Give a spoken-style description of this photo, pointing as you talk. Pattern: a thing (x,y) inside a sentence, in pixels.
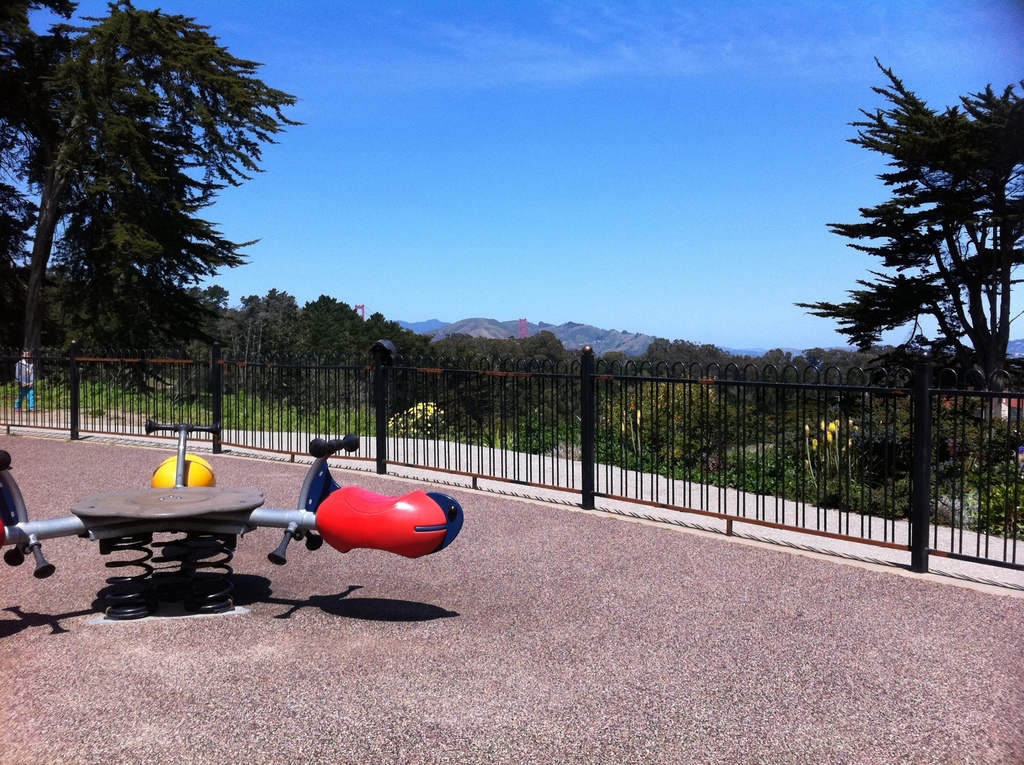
In this image, I can see a seesaw (218,562) and there are iron grilles (551,484). On the left side of the image (18,383), I can see a person (19,396) behind the iron grilles (590,410). There are trees (579,387), plants (576,406) and hills (459,330). In the background (489,160), there is the sky (565,184).
